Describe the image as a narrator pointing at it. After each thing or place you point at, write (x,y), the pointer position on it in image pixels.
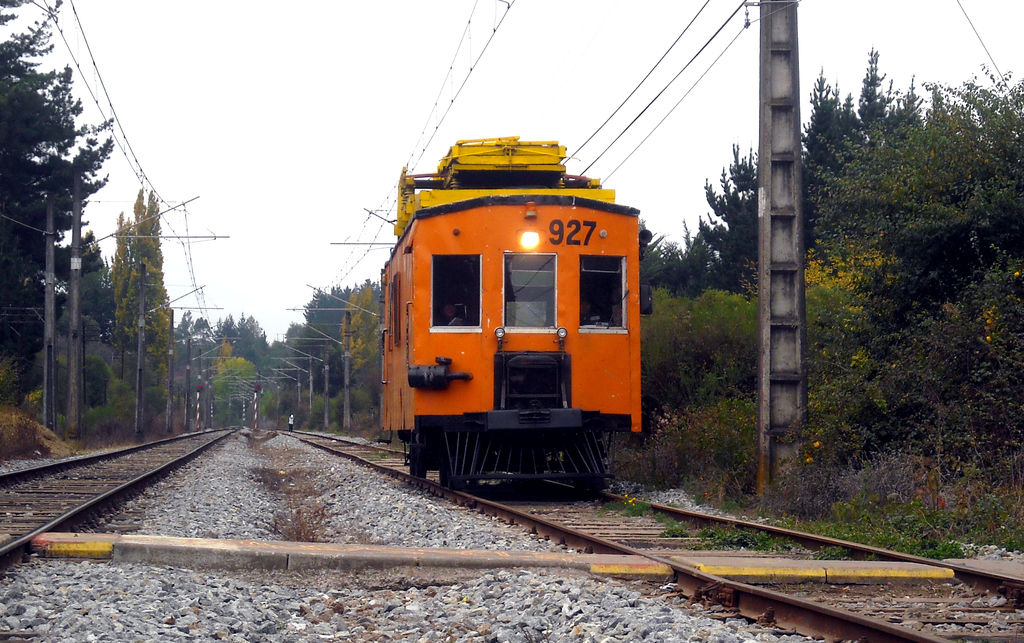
In the image there is a train compartment (402,292) on the railway track (520,495) and around the railway track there are many trees (322,365), poles (79,324) and there are a lot of wires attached to those poles (311,392).
